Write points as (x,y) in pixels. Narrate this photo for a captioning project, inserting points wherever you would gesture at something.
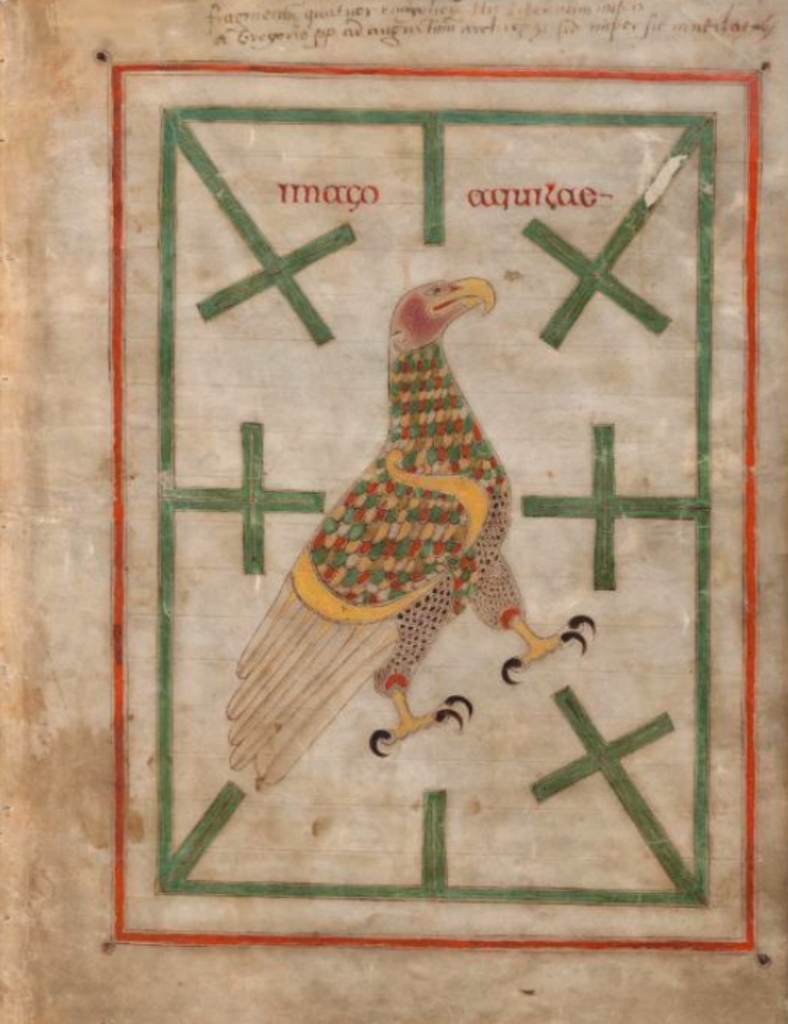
In this image, It looks like a paper (35,676) with the picture of an eagle (411,500), symbols (209,170) and letters (526,204) on it.
